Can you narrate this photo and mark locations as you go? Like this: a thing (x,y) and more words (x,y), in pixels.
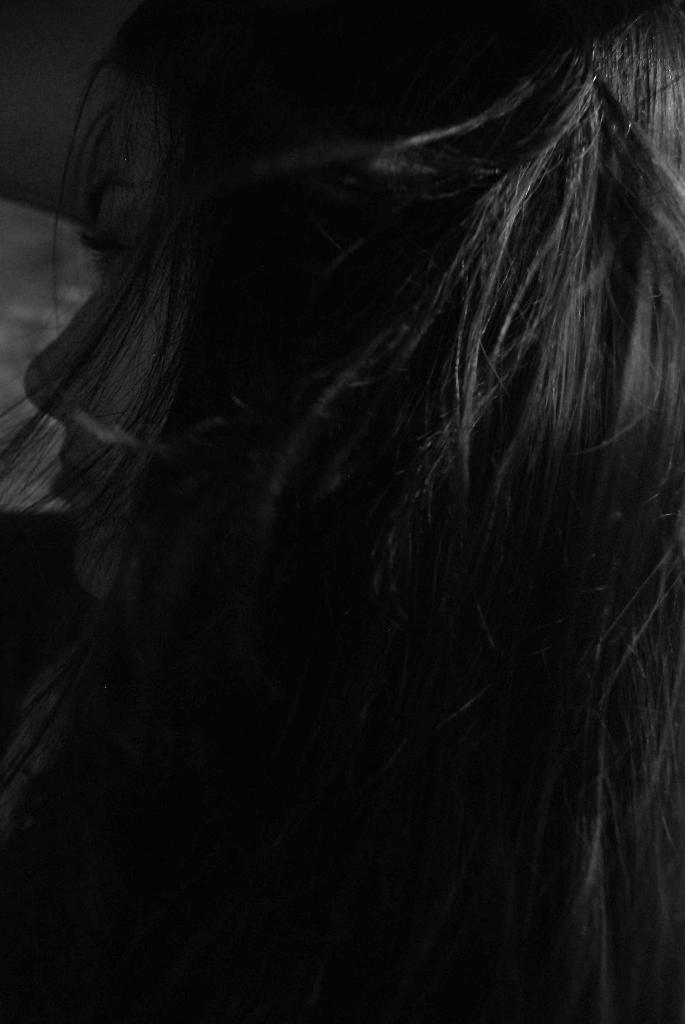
In this image, I can see a woman (451,801). This image taken, maybe in a room (12,327).
